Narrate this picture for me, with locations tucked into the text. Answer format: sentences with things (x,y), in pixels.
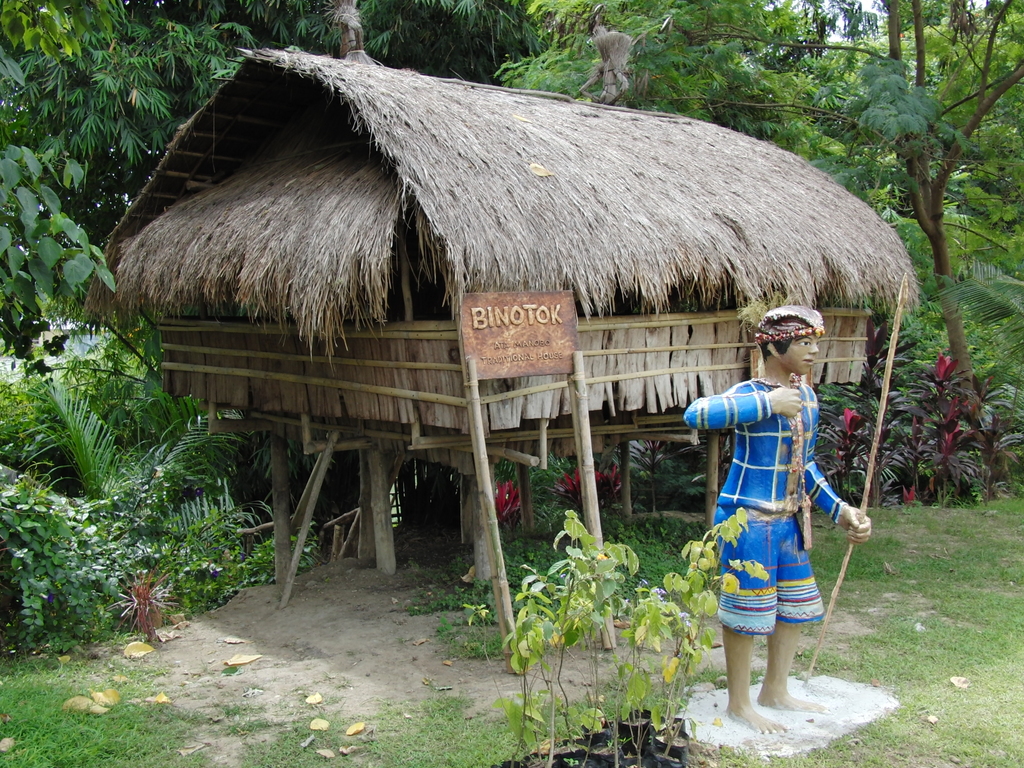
In this image we can see many trees (859,69) and plants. There is a grassy land (959,633) in the image. There is a sculpture (793,531) in the image. There is a hut (578,236) in the image.
